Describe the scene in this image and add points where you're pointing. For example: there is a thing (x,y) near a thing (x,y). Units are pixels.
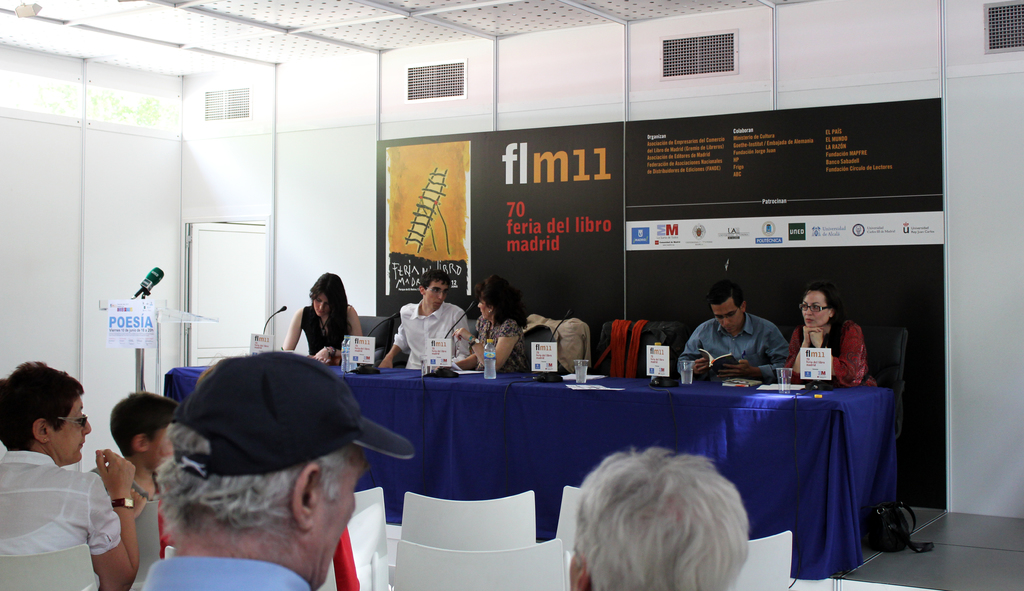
In the center of the image (407,346) we can see people (705,363) sitting and there is a table (610,404). We can see bottles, glasses (688,374) and boards (449,365) placed on the table (677,393). At the bottom (682,511) there are people (216,489) sitting and we can see mics (152,281). In the background (745,222) there is a board (559,258), door (263,243) and a wall (149,217). On the left (158,306) there is a podium (154,311).
